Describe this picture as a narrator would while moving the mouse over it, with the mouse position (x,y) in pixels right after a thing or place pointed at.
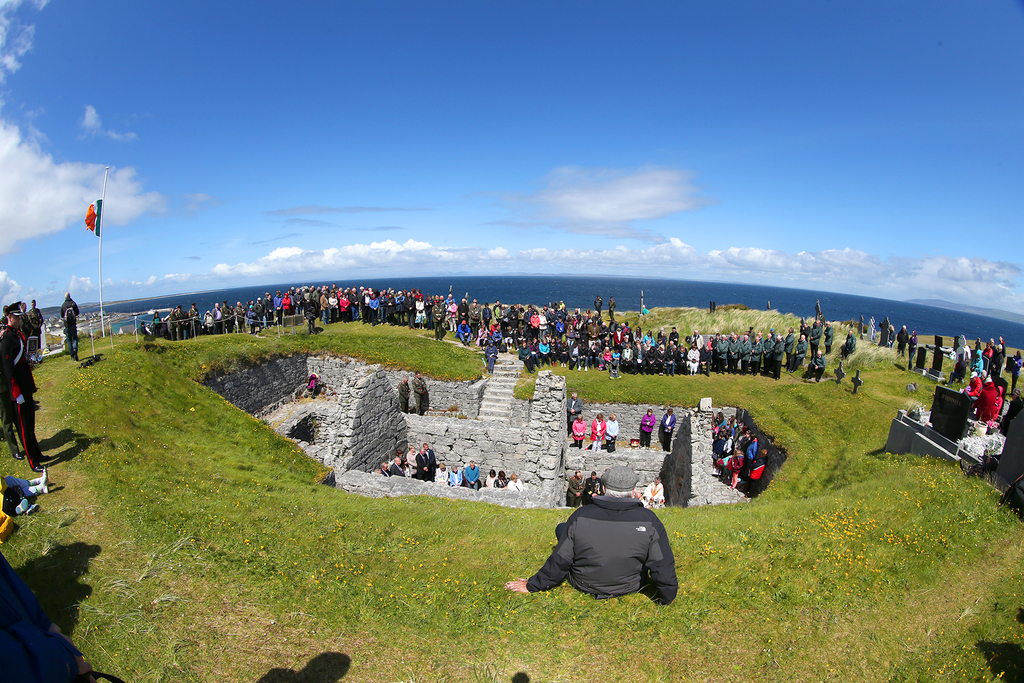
In the picture there is ground (840,482), there are many people (979,415) present standing, there is a wall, there is grass (784,637), there is pole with the flag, there is water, there is a clear sky (643,77).
